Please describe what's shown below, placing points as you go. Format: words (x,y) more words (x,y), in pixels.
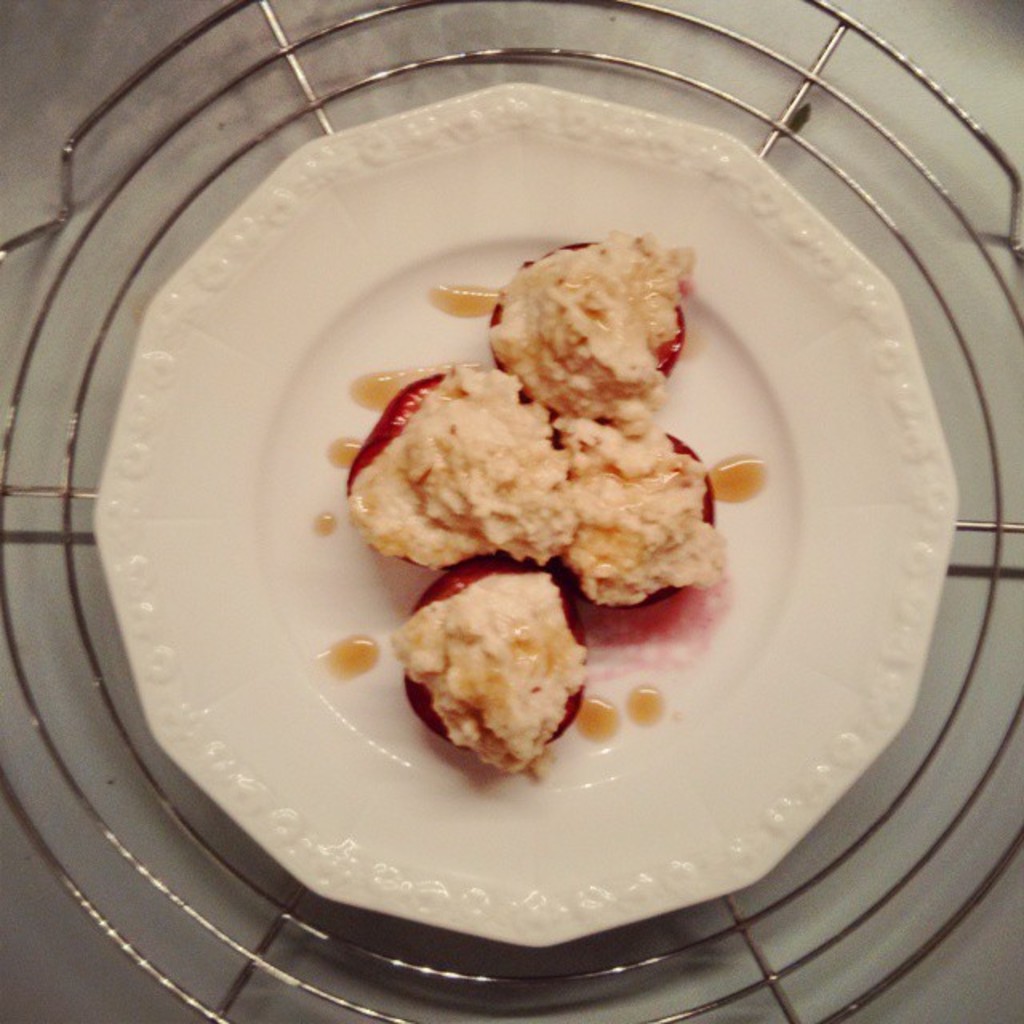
in this image there is some food item (576,540) is kept in a white color plate (487,152) and there is a plate stand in the background (322,91).
